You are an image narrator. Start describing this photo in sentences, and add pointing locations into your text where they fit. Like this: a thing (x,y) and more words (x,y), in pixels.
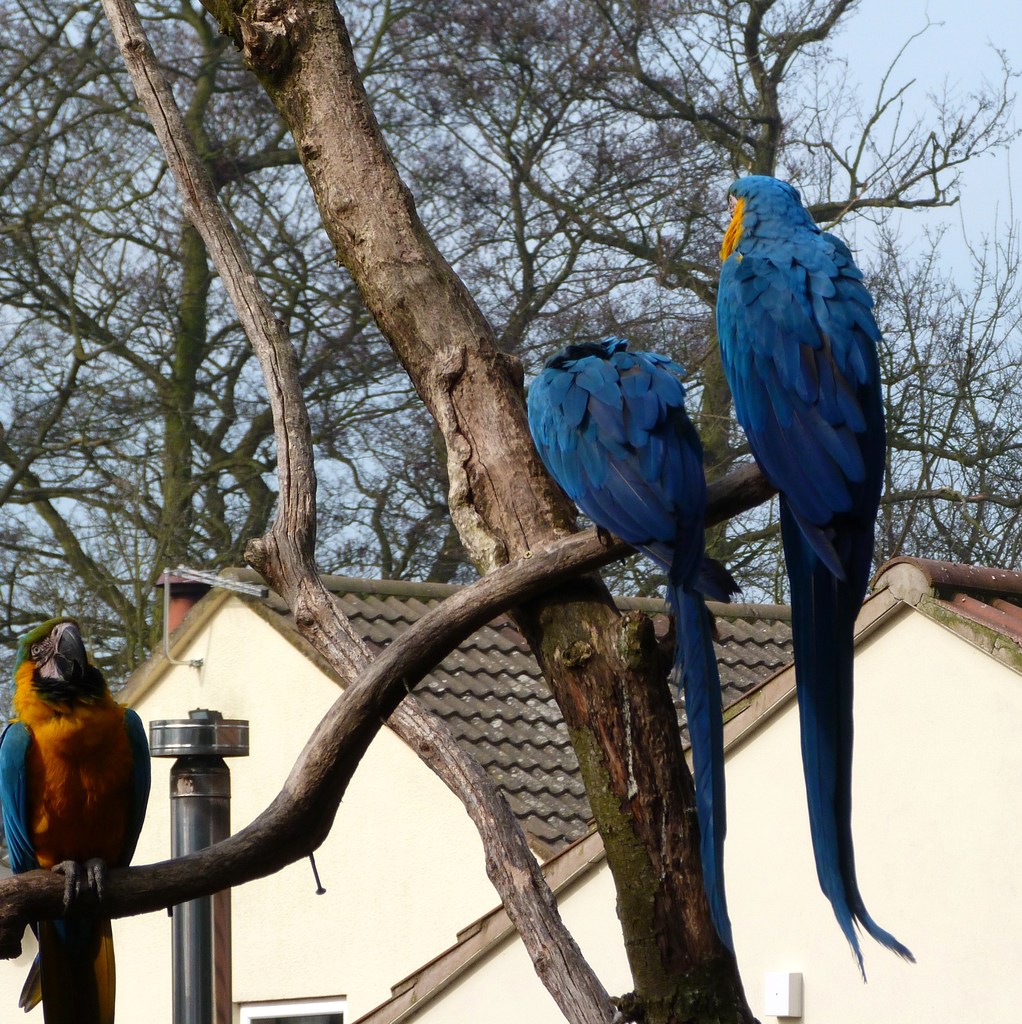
In this image three birds (53,674) are standing on the branch (508,594) of a tree (496,511). Left side (191,1006) there is a pole (206,964). Behind there are two houses (562,877). Background (157,199) there are few trees (777,50) and sky (886,50).
